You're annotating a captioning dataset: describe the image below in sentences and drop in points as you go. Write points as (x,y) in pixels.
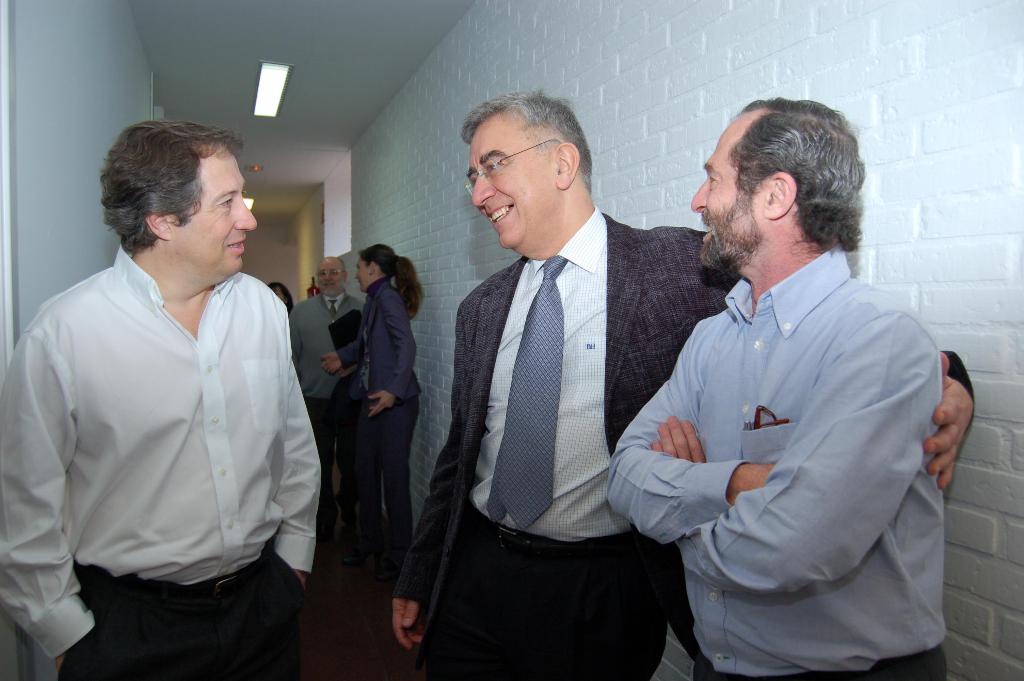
In this image we can see some group of persons (399,504) standing and discussing between themselves, there is a wall (514,47) on left (52,158) and right side of the image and top of the image (276,12) there is a roof (310,79) and some lights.
